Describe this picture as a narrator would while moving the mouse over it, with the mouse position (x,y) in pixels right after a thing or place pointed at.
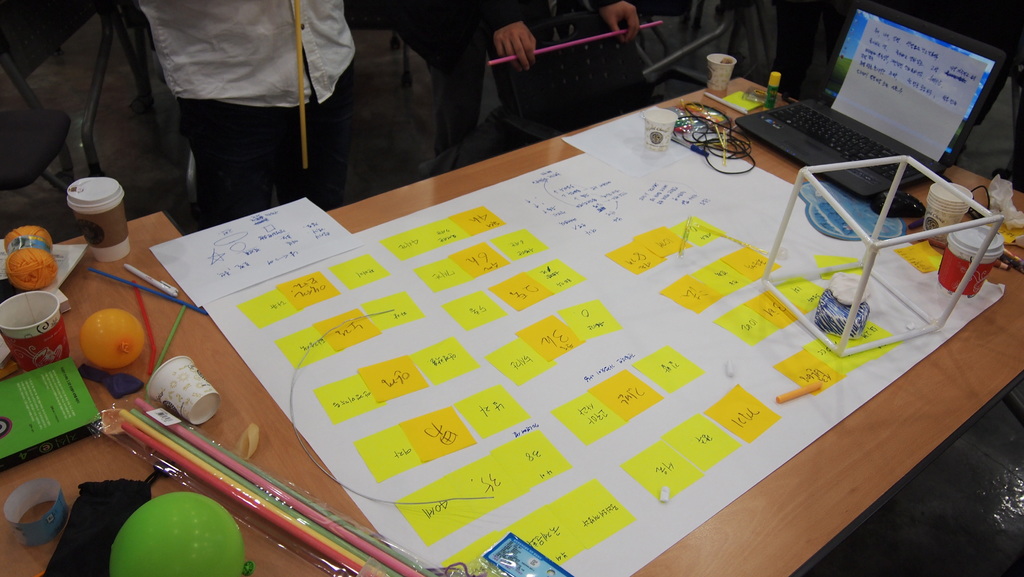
In this image I can see a chart (585,234), cup (191,403), balloon (125,325), pen (165,291), laptop (823,105) and a wire (728,146) on the table (741,136). There are few persons (328,82) standing.
